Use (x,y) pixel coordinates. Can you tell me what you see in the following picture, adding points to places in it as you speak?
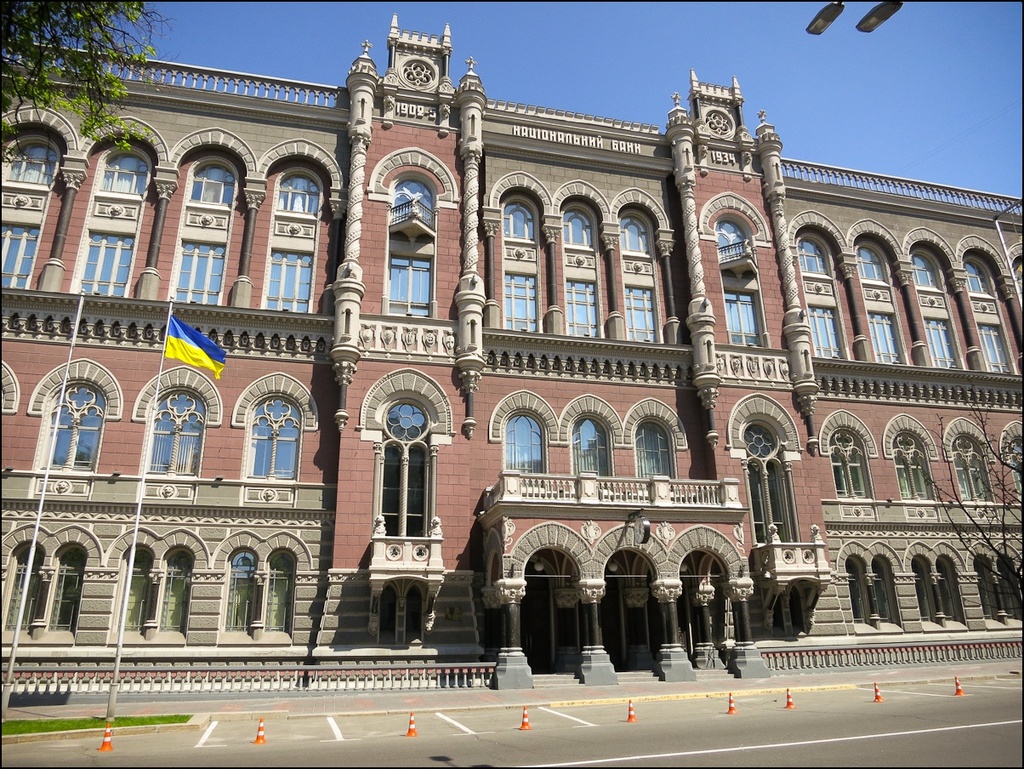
In this image in front (805,716) there is a road (756,719). There are traffic cones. There is a flag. There is a pole (76,327). In the background of the image (529,309) there is a building (369,357). There is a tree (92,71) and there is sky (601,39). On top of the image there are lights (821,22).
